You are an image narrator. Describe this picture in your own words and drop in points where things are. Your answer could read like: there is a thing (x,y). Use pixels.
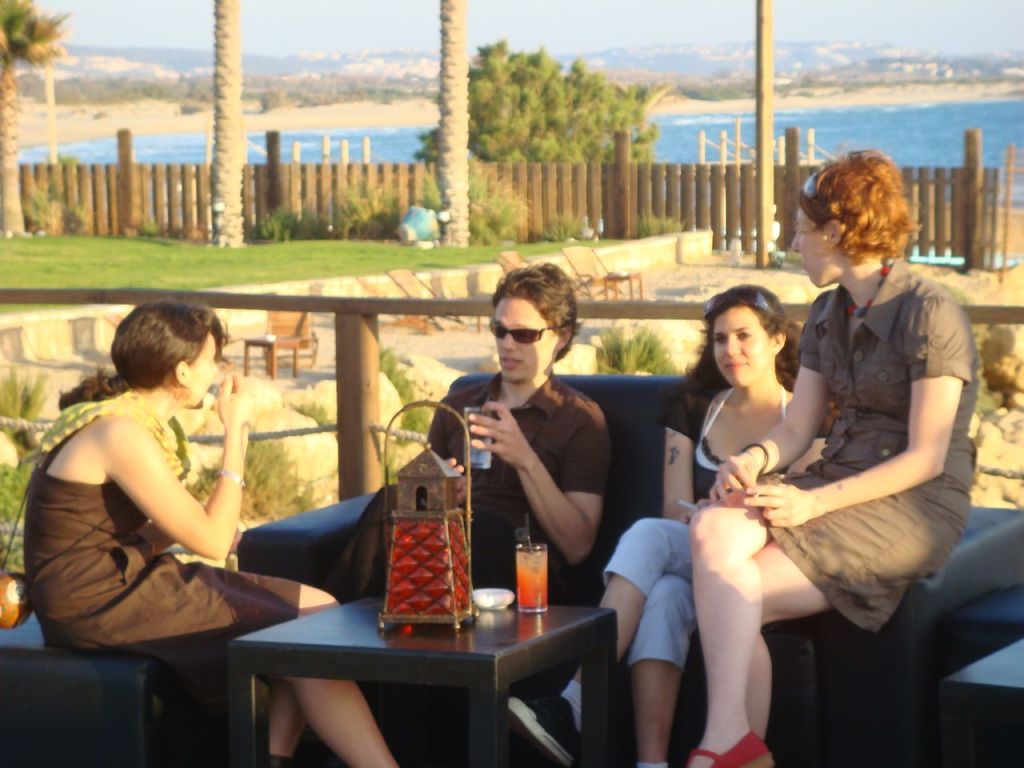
In this picture we can see three women (121,542) and a man (459,450) sitting on sofa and one is holding glass (472,450) in his hand (505,428) and in front of them on table (496,632) we have glass (519,588), lantern (440,528) and in background (292,312) we can see fence (290,305), chairs (281,316), pole (770,19), tree (546,94), water (813,123), hills (753,53), sky (266,49).
